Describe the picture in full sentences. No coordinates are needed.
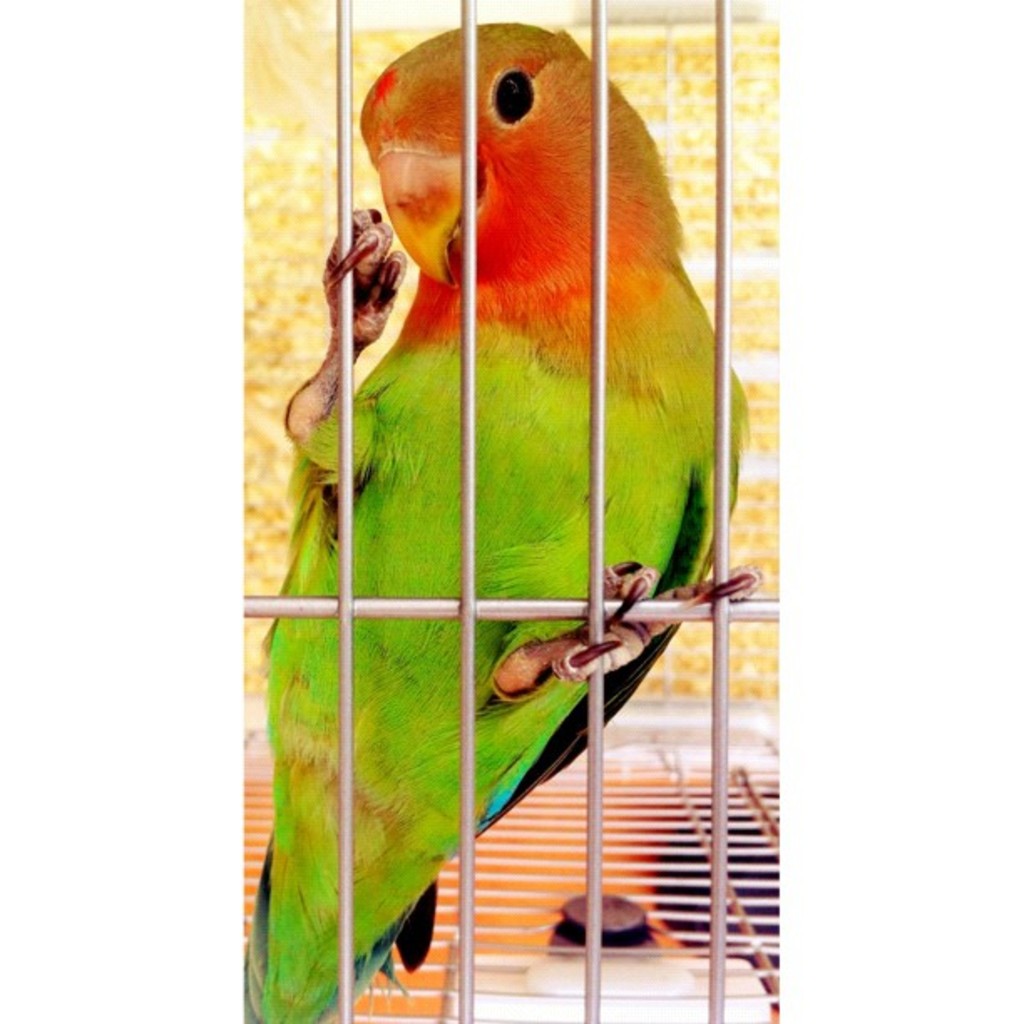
In this picture we can see a parrot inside of a cage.
